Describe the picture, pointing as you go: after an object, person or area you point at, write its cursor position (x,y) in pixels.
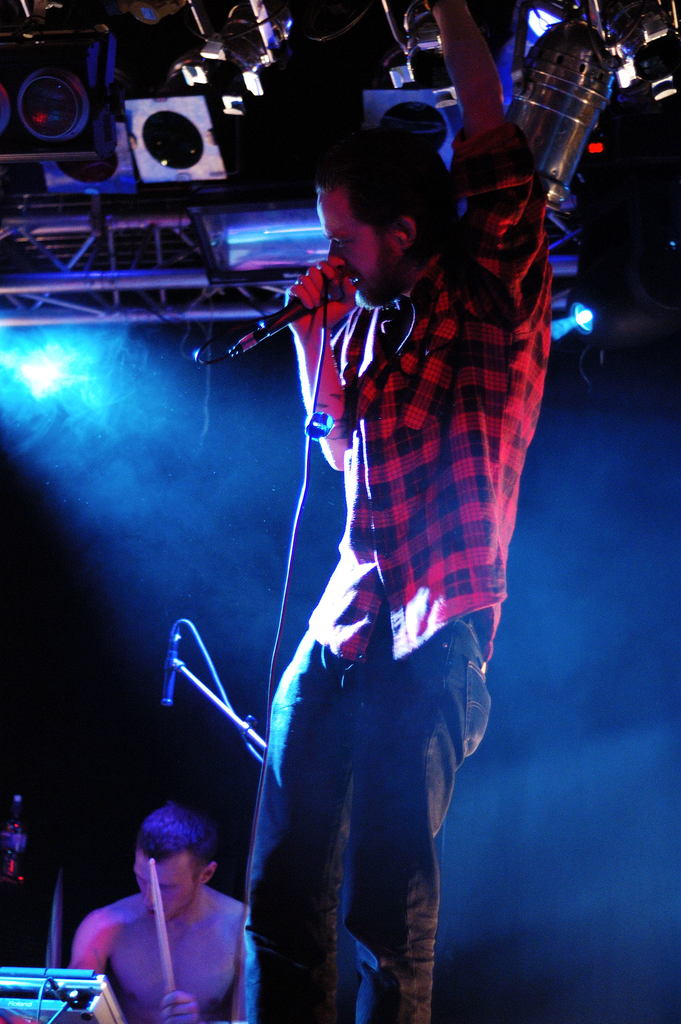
In the foreground of this picture (393,619), there is a man (404,632) standing and holding a mic (331,288) in his hand (338,312). In the background (182,951), there is a mic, a person (189,909) holding drumsticks (166,952), light (59,376) and also few poles (66,230) and lights (96,159) on the top (214,67).
